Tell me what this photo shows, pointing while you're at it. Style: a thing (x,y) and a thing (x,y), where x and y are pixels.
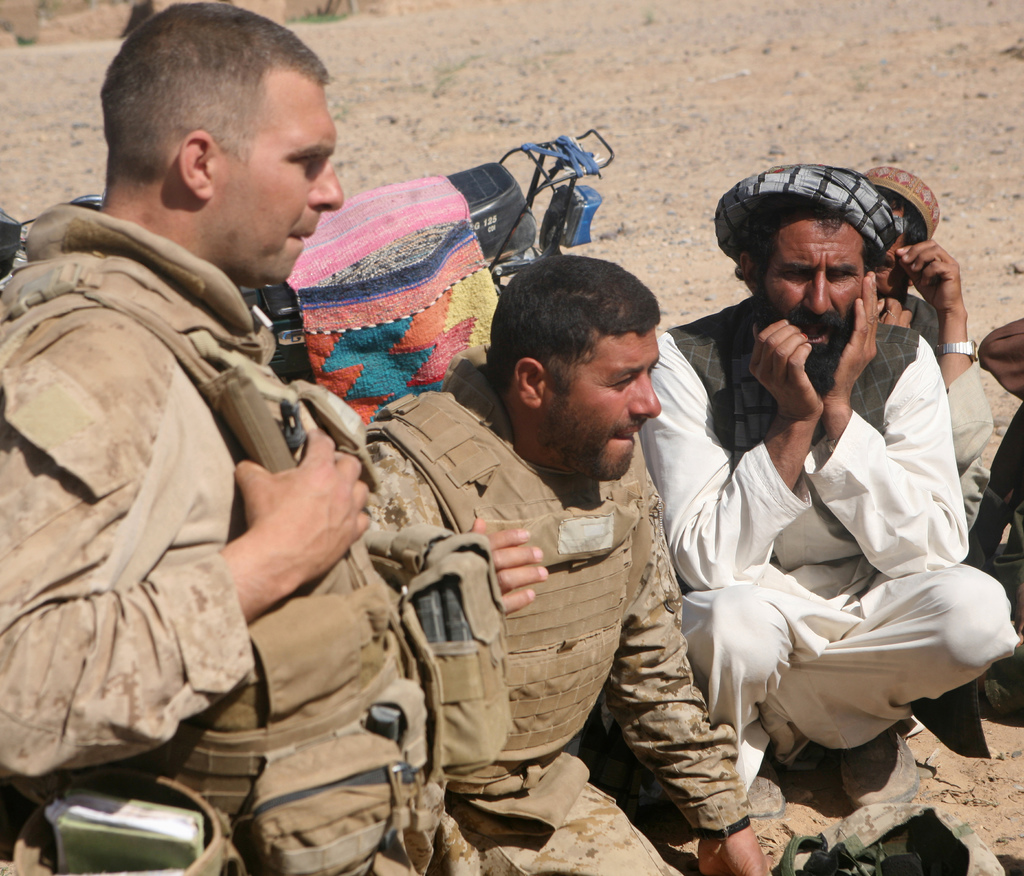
In this picture, on the right side (752,241), we can see a man (788,327) wearing a white color dress (877,588) is in squat position. On the right side (910,242), we can also see other man (963,362). In the middle (573,571) and on the left side (148,574), we can see man (636,664), two men (480,677) wearing their vests (358,442). In the background (528,83), we can see a land (609,248) with some stones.
